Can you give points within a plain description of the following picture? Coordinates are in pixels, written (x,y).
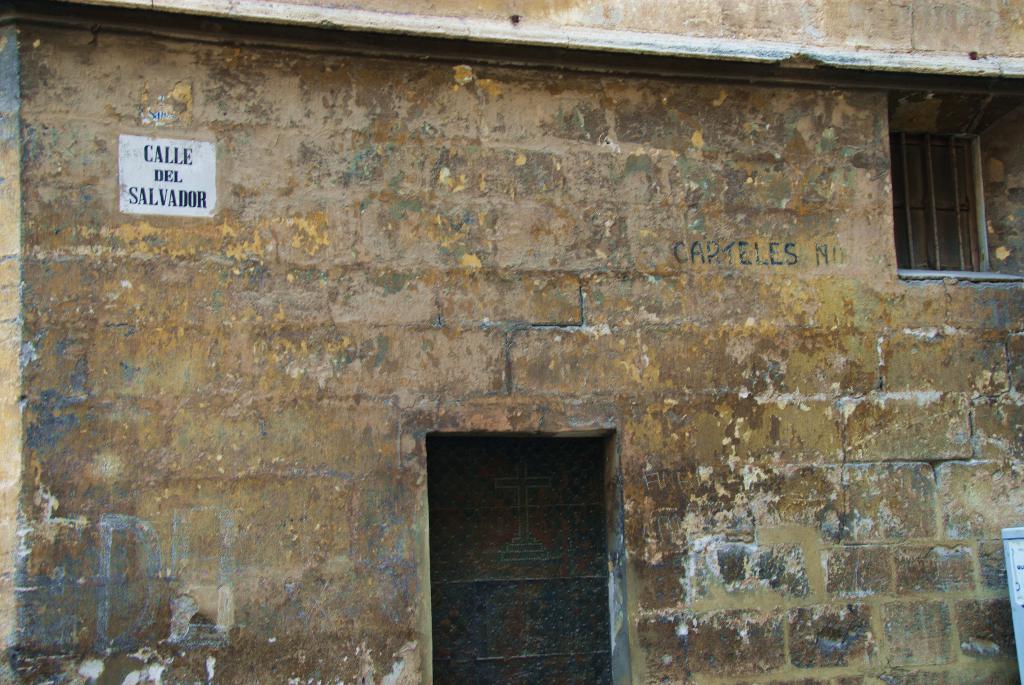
In this picture we can see an object (1019,582), window (946,142), door (556,498) and a sticker (173,147) on the wall (486,243).
